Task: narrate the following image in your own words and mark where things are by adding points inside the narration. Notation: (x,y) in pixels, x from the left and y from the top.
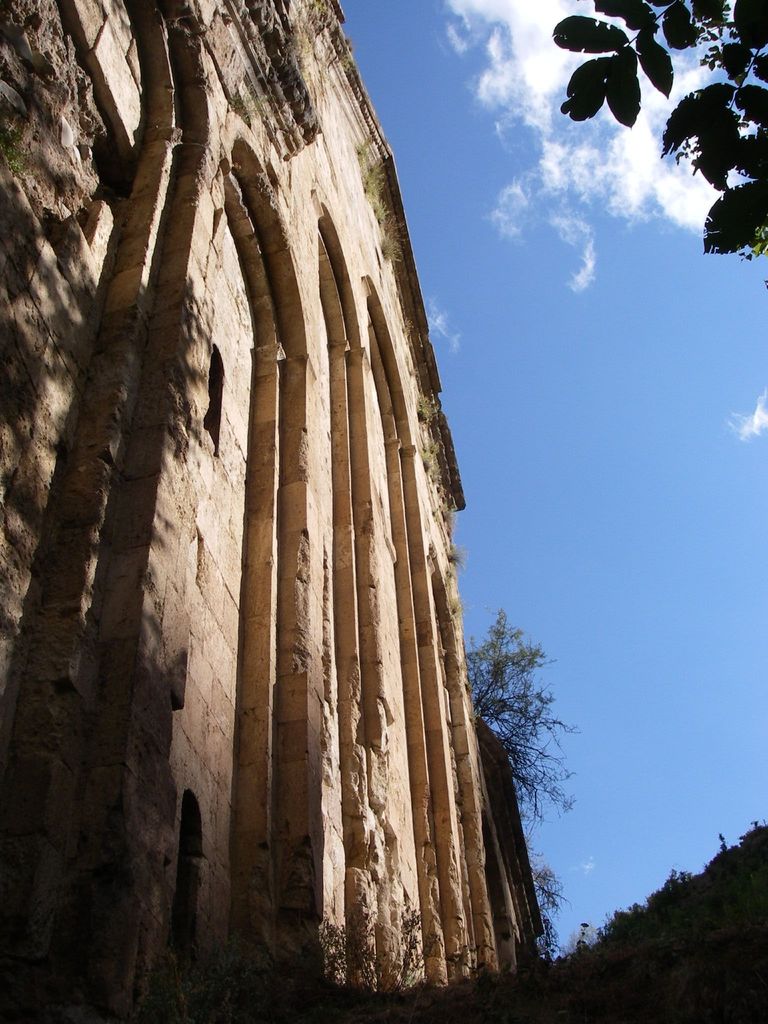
Here we can see a building (360,744) and there are trees (718,183). In the background (641,285) there is sky (569,190) with clouds (609,163).
